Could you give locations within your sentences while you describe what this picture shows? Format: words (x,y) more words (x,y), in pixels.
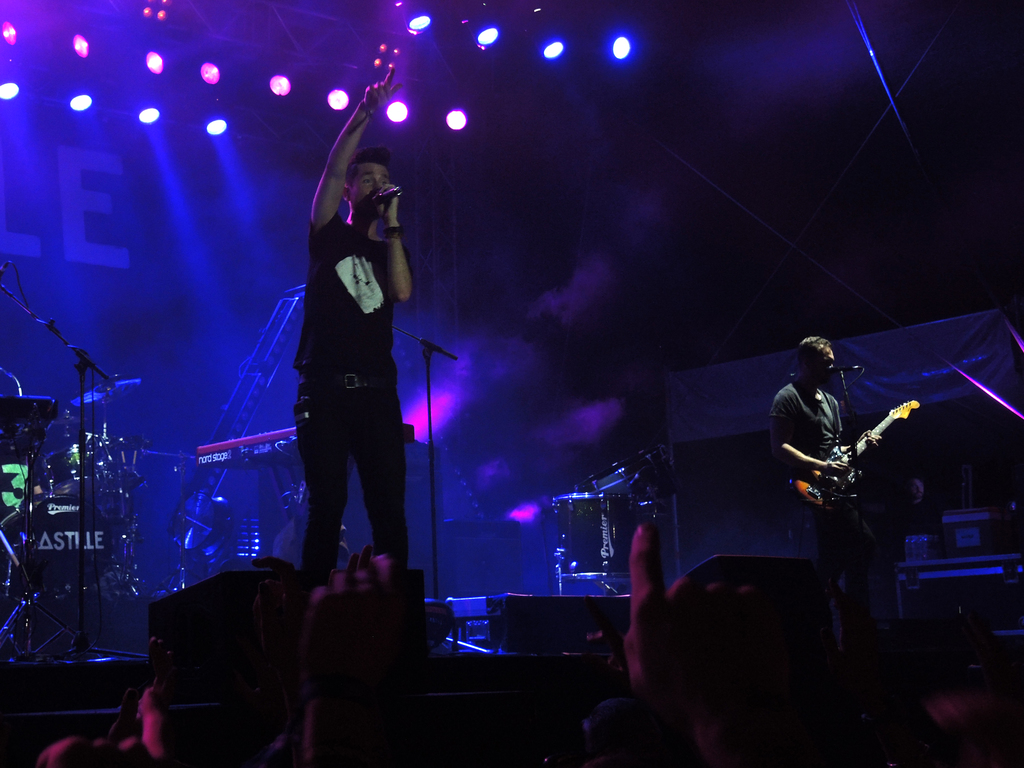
In the image there is a man (365,298) stood in the middle (354,371) singing on mic (388,199). There are several lights (272,84) on the ceiling (210,102). It seems to be concert and there are drums (110,478) and several music instruments (651,496) in the middle (608,489).
